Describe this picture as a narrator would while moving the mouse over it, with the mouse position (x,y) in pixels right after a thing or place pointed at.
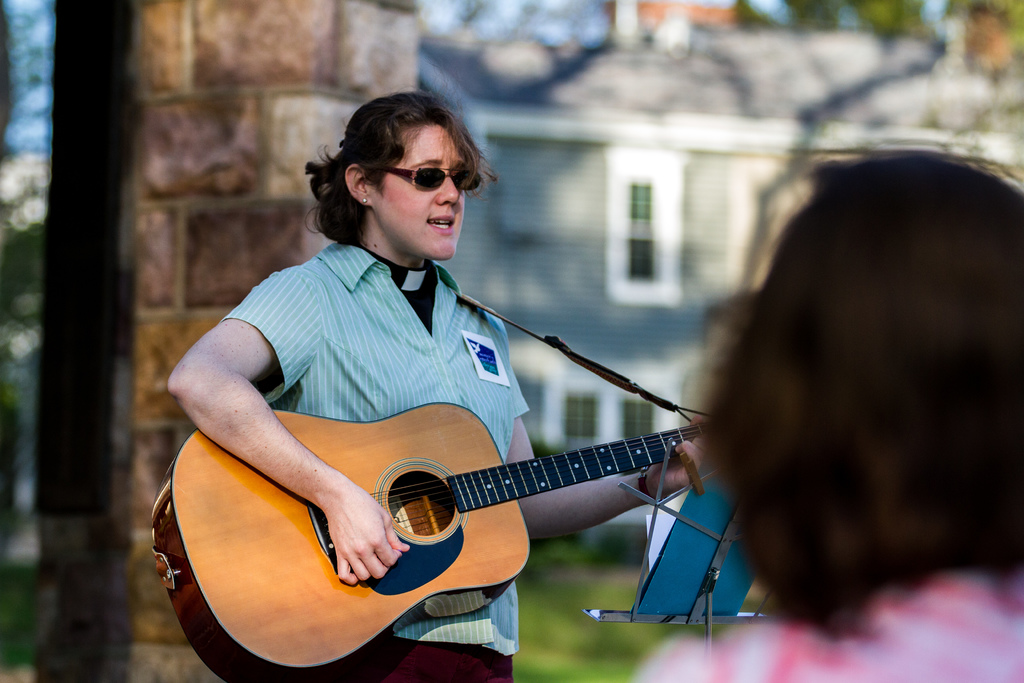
There is a lady (493,614) holding a guitar (675,427) and singing in front of her there is a woman (1007,268) watching.
